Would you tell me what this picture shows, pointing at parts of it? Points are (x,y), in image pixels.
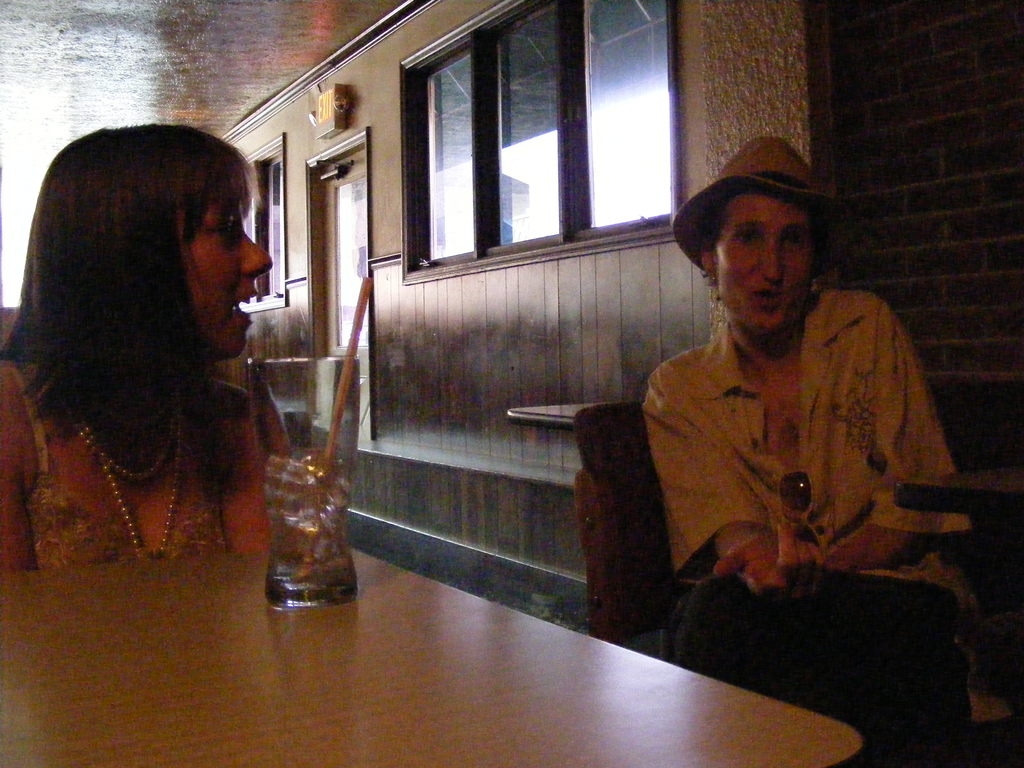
Two people (200,352) are sitting on a chair (662,498). And the man (745,426) on the right (746,387) is wearing a hat (754,190). And there is a table (387,661) and on the table (384,675) there is a glass (314,404) and a straw (333,428). On the side there is a wall (404,347), door (364,270) and window (498,158) is there.
